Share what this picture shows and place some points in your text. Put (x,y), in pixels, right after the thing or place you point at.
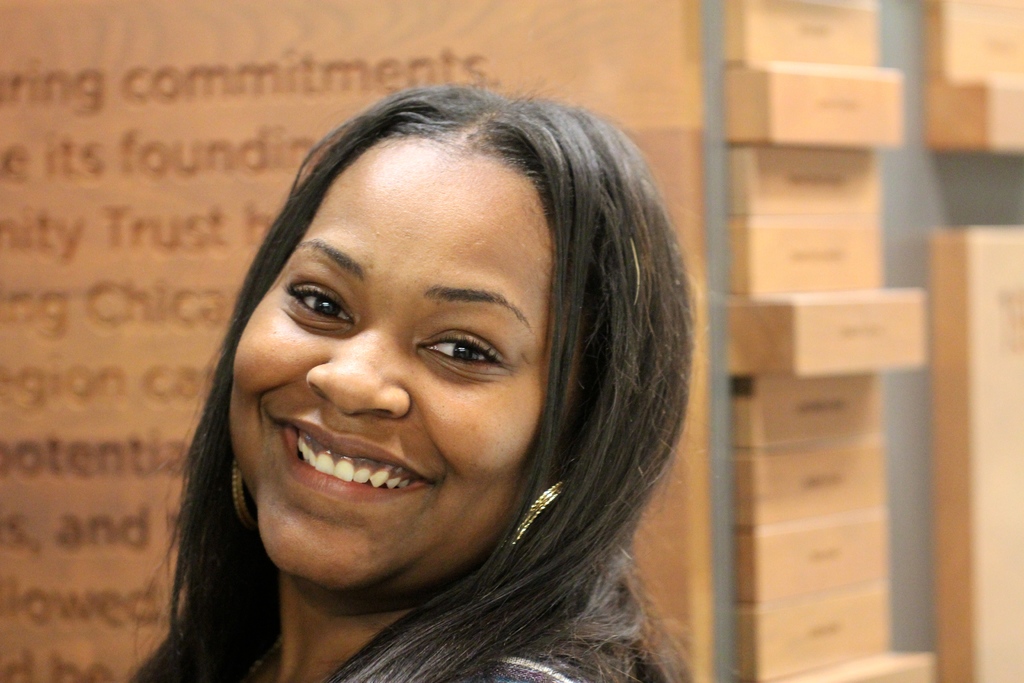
In this image, we can see a person (523,458). There is a text (160,271) on wooden surface (585,53). There are objects (968,320) on the right side of the image (1005,300).
